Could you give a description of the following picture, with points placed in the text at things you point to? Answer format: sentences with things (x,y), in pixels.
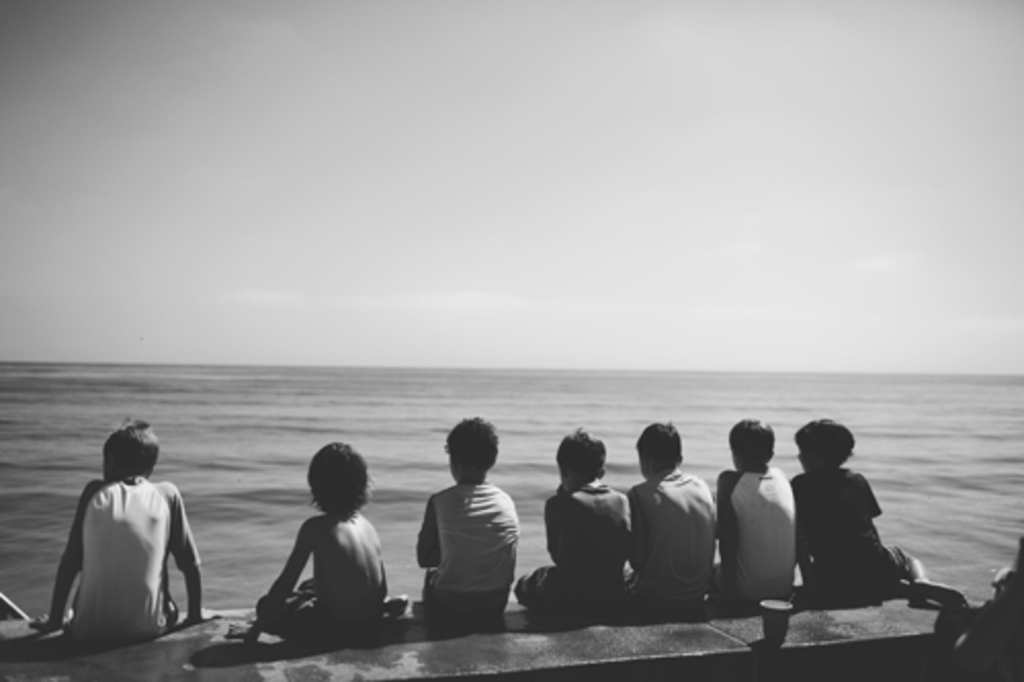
In this picture we can see people (537,579) sitting on a platform (679,634), where we can see a glass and in the background (482,391) we can see water (537,398), sky (396,318).
